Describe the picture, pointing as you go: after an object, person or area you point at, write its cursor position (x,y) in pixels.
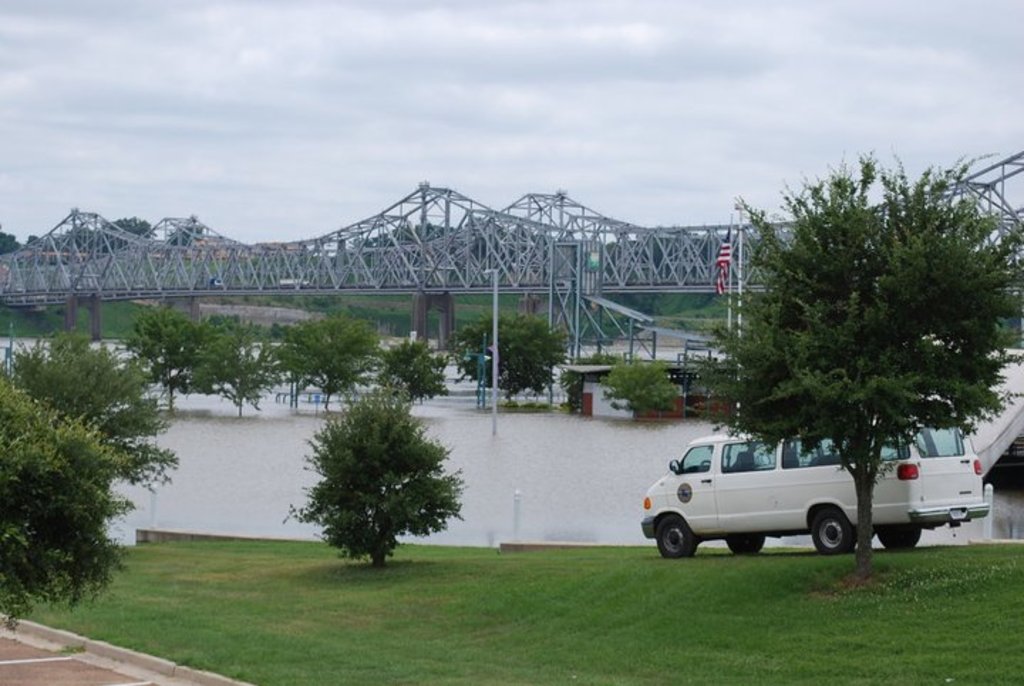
In this image we can see plants (89,561), grass (553,591) and vehicle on the ground (262,641). In the background (276,420) we can see bridge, trees (391,385), water (201,470), flag pole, ropes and clouds (370,164) in the sky (7,112).
